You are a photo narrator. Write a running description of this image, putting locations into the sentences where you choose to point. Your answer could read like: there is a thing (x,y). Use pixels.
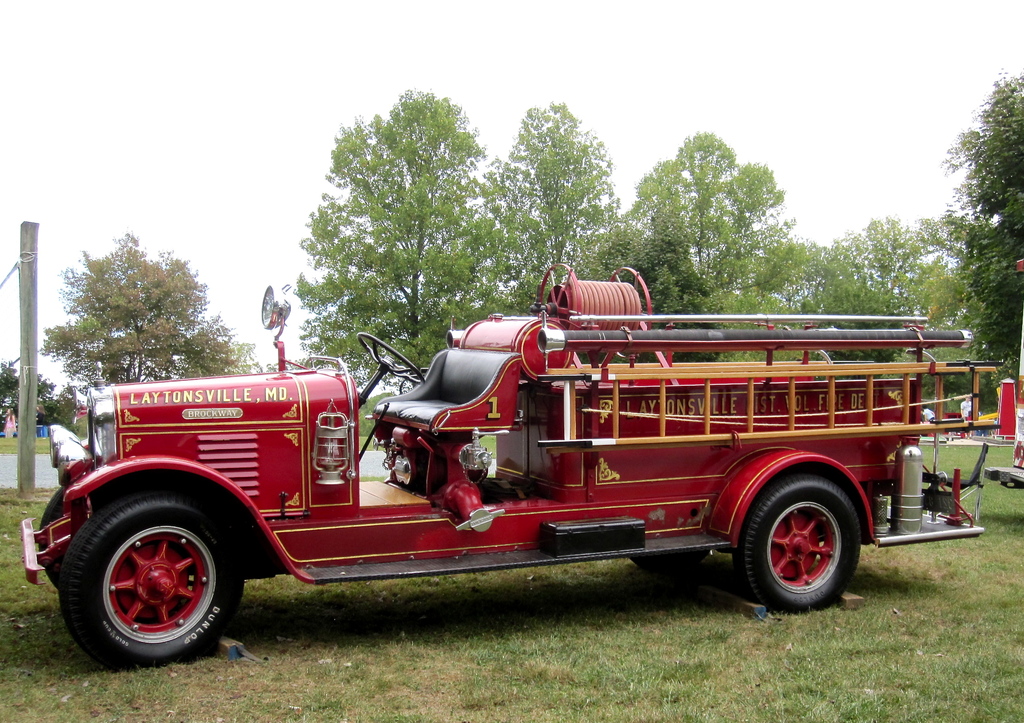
In this image I can see a fire engine (97,456) in the center of the image (593,430) on the ground (492,631). I can see trees (400,280) behind the fire engine (606,426) and a pole (34,294). At the top of the image (101,216) I can see the sky (325,34).
